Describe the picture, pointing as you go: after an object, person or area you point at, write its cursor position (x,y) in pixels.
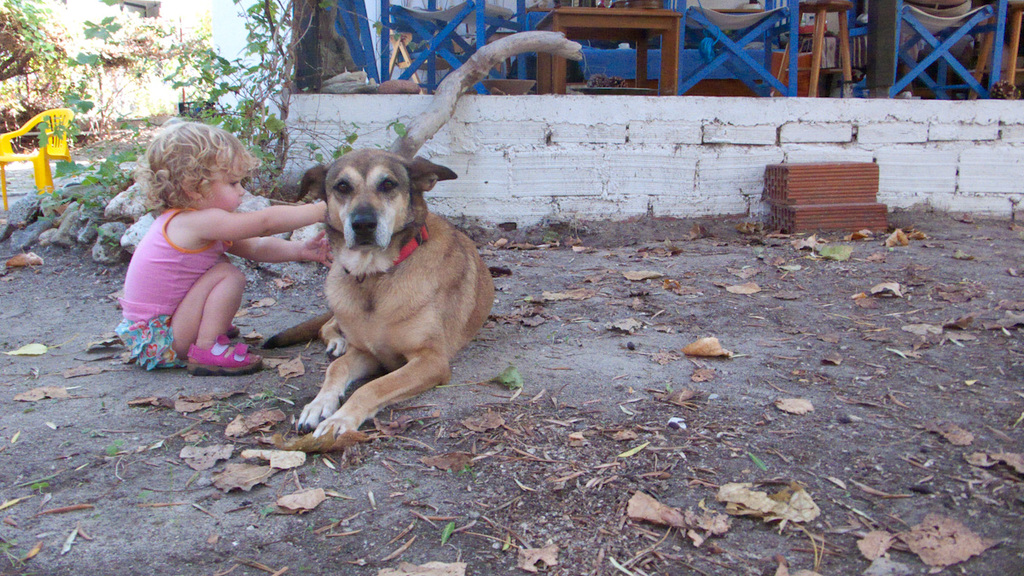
In this image, In the middle (401,342) there is a dog (424,302) which is in brown color, In the left (178,283) there is a child (169,295) sitting on the ground (149,376), In the background (627,159) there is a wall (519,158) which is in white color, There are some chairs (446,60) which are in blue color, In the left side (3,166) there is a chair (41,179) which is in yellow color.
